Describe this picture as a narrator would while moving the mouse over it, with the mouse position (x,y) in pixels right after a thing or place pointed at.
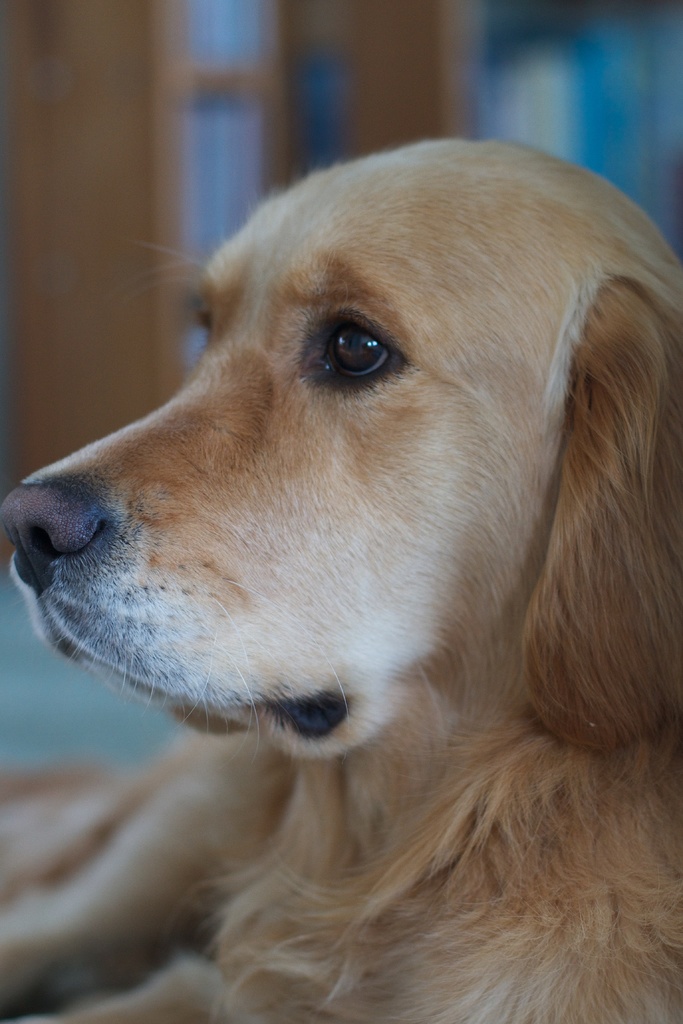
In this picture we can see a dog (296,429).
